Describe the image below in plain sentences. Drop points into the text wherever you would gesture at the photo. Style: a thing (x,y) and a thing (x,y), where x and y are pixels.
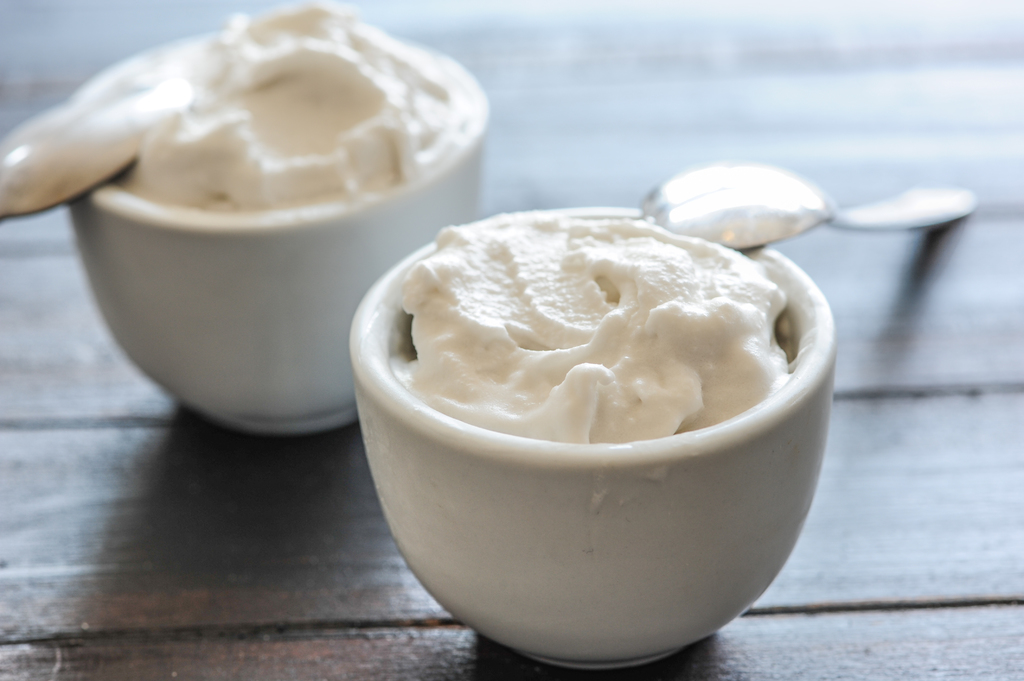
In this picture there is a wooden table (651,109), on the table (857,60) there are bowls (225,226), spoons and food item (316,112). At the top (473,46) it is blurred.
